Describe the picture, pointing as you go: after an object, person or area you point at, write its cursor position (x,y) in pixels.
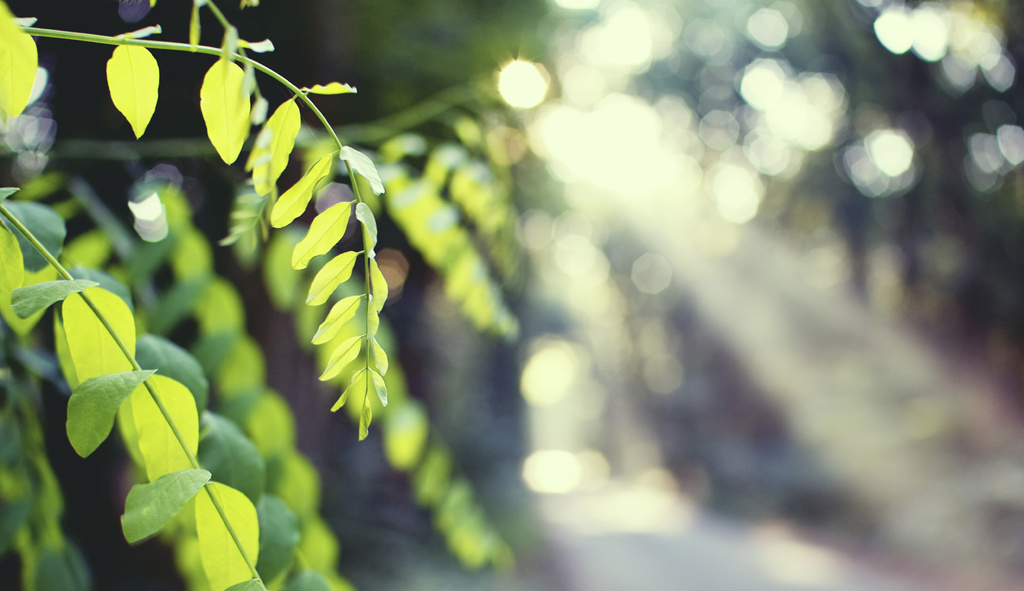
On the left side of the picture (145,292), we see a tree (290,246). In the background (79,98) and in the right side of the picture (729,203), it is blurred.
